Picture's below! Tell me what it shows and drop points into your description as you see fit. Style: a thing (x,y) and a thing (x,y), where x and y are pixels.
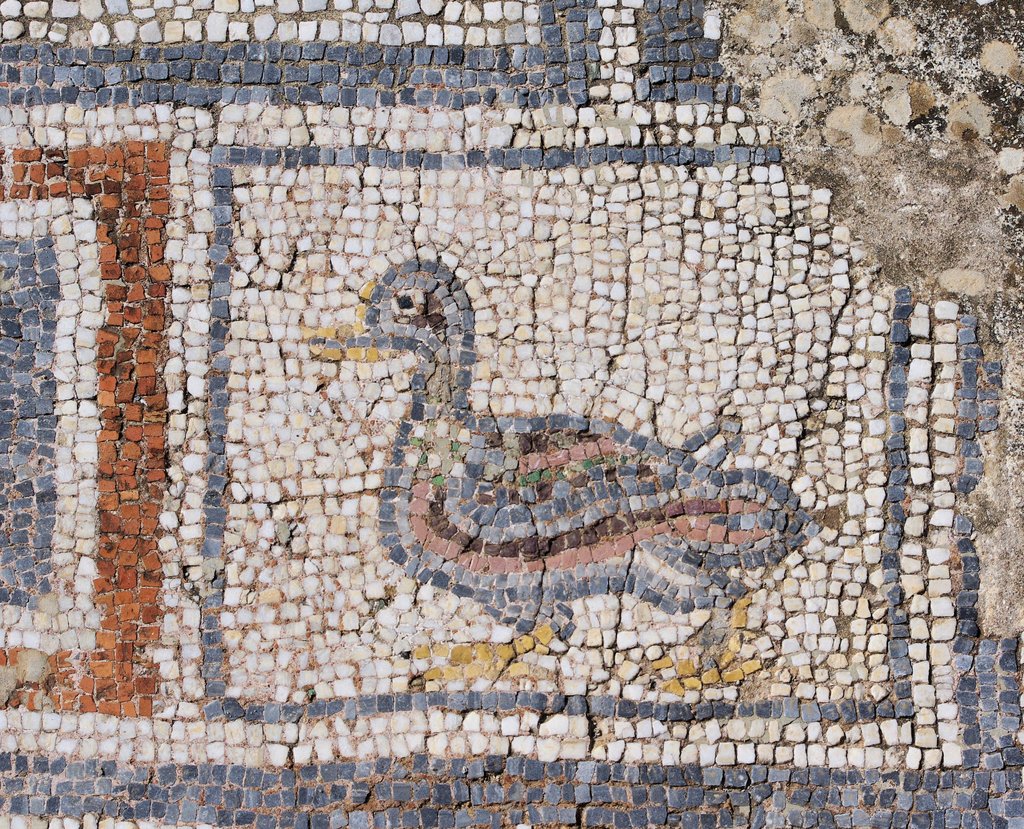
In this image we can see stones (725,610) on the wall (782,438).
